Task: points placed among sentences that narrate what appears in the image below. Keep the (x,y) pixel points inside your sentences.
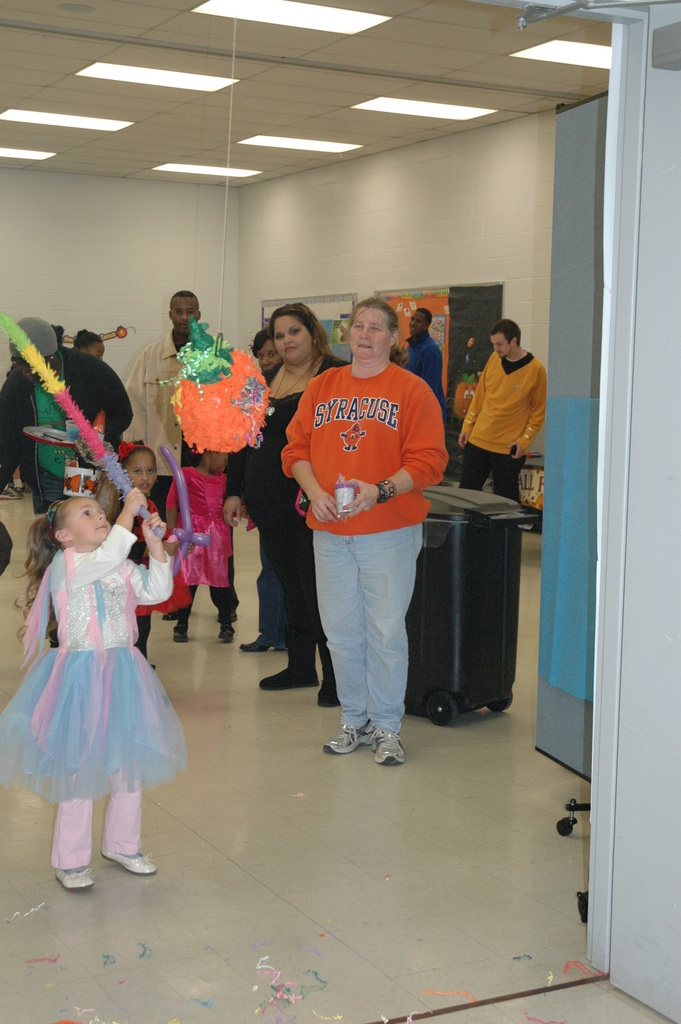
In this picture we can see some kids (120,650) are holding objects (82,413) in their hands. Few people (287,322) are visible at the back (369,329). We can see a board (400,334) in the background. An orange object (239,354) is visible. There are some lights (304,17) on top (89,128).
